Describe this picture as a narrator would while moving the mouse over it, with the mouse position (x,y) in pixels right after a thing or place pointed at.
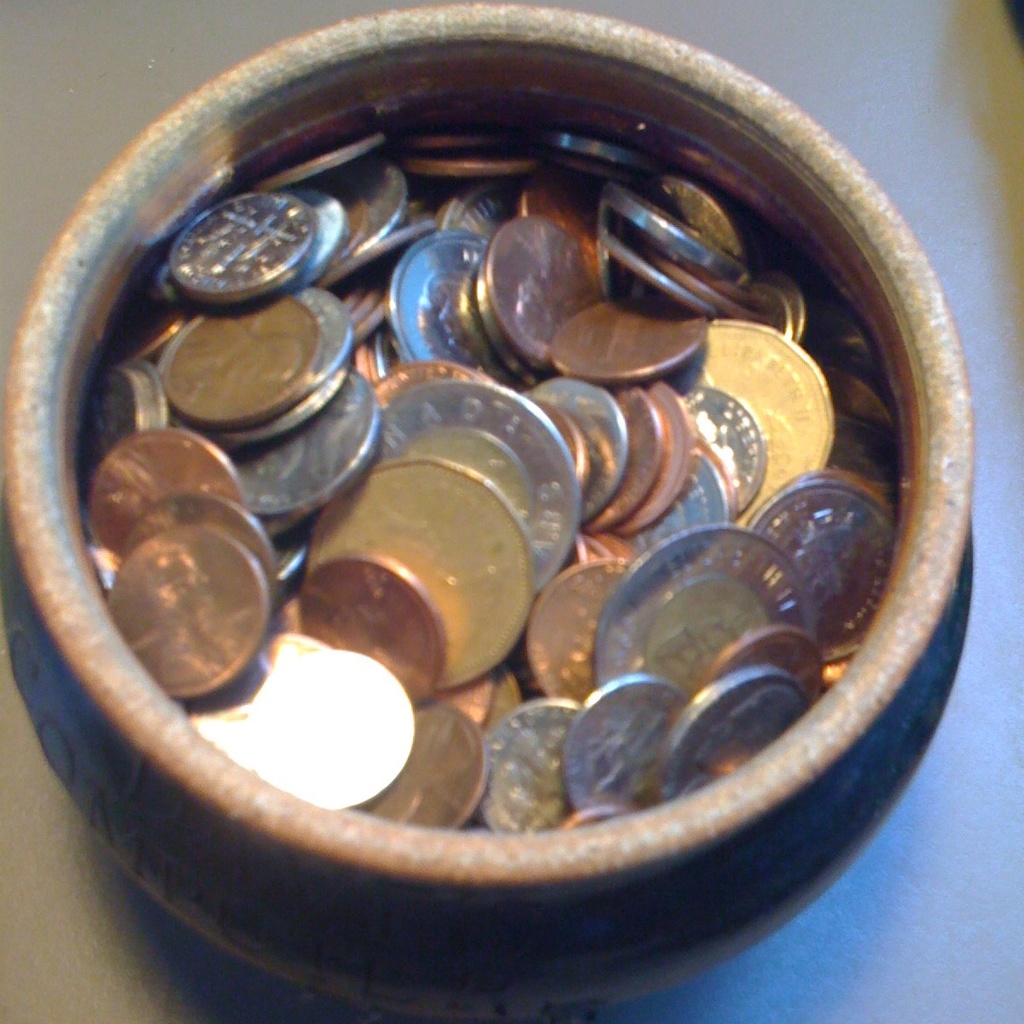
In the image there are many coins (235,610) in a bowl (459,946) on a table (978,396).
